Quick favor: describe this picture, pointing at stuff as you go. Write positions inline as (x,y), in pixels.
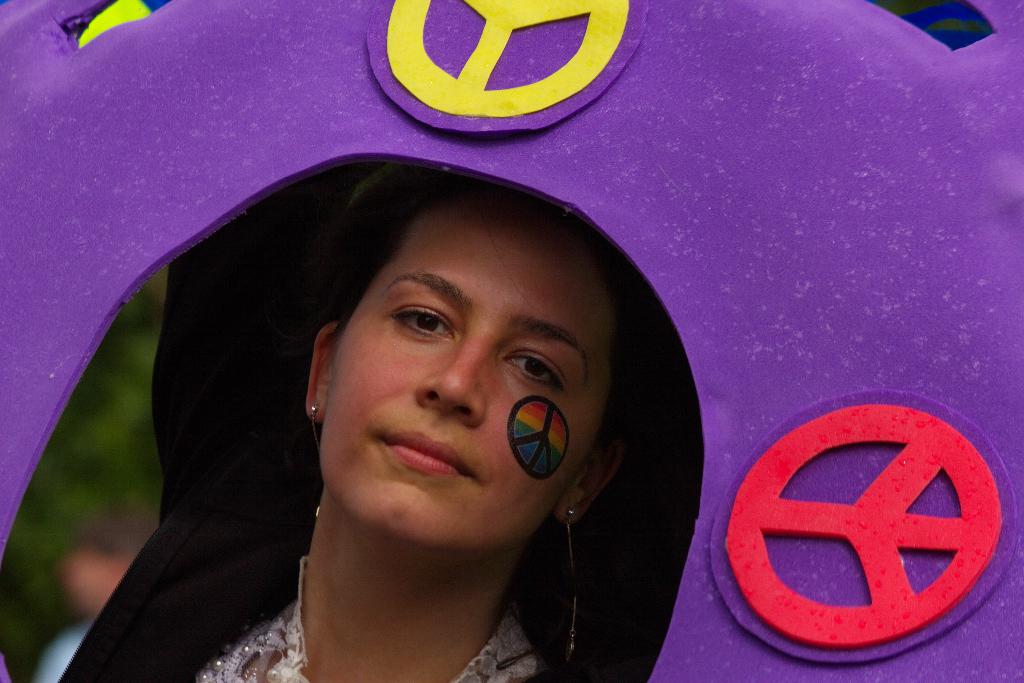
This image is taken outdoors. In the middle of the image (410,433) there is a woman (538,577) in a costume (531,119). In the background (90,546) there is a person (70,589) and there is a tree (93,480).
